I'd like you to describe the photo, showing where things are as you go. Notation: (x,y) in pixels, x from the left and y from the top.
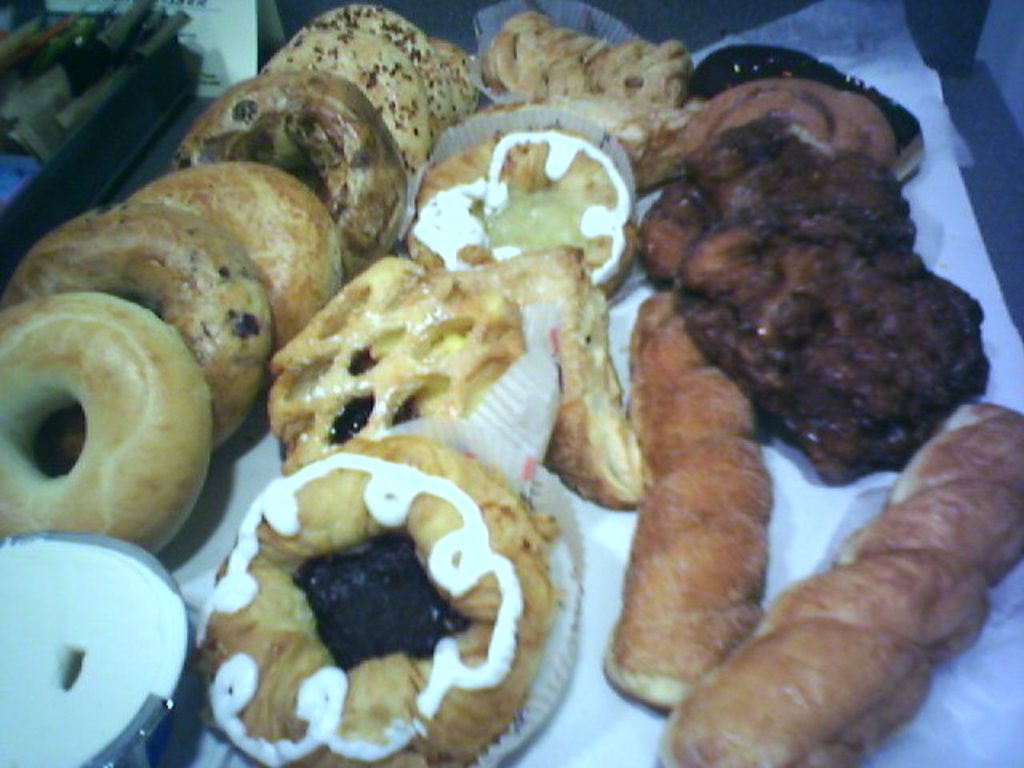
this picture shows all the food items (375,316). here we can see some donuts (196,261) and puffs (466,477) and rolls (736,562) and a white sauce (147,595).
